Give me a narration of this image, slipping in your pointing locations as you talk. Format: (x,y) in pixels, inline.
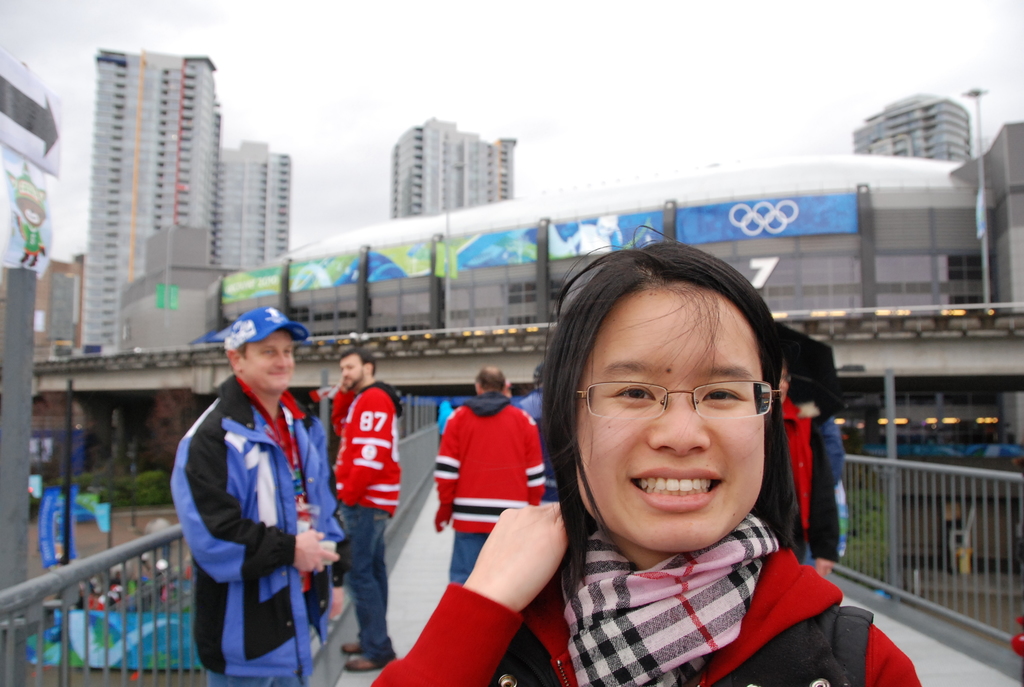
In this picture we can see a woman (569,576) is smiling. Behind the women (581,475) there are some people (477,456) on the walkway (435,532). On the left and right side of the people (832,541) there are iron grilles (187,546). Behind the people (348,432) there is a bridge (437,347), board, an olympic logo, buildings (165,340) and the cloudy sky (659,55). On the left side of the image (35,215) there are banners (20,224), trees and some objects (65,486).
